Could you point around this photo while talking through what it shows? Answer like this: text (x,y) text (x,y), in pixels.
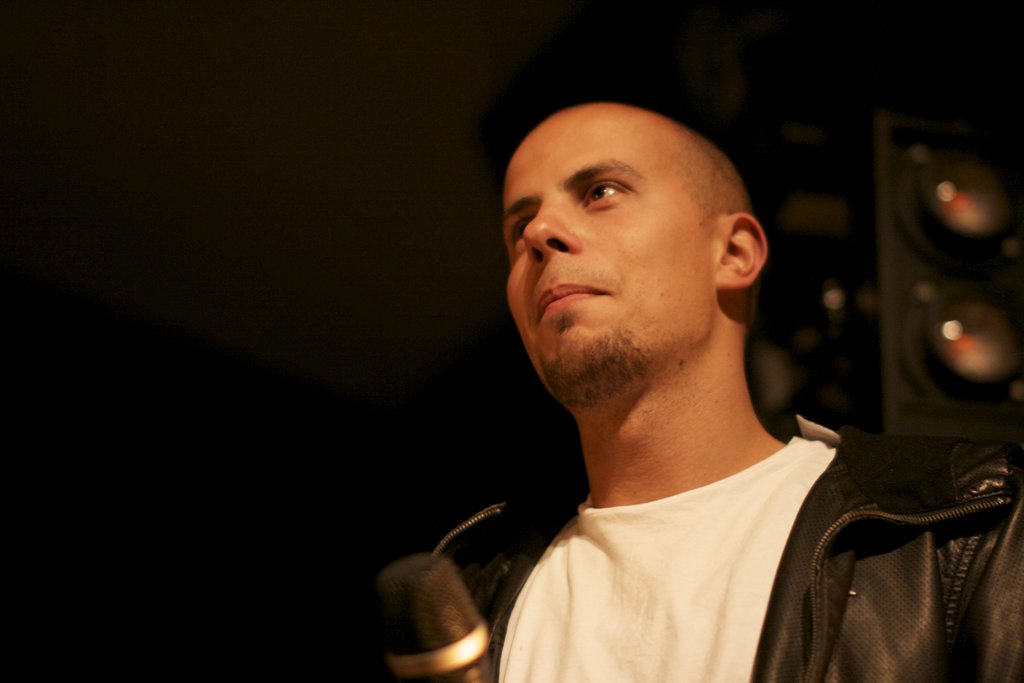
In the image we can see a man (796,589) wearing clothes (883,601) and he is smiling. This is a microphone (424,584) and the background (406,230) is dark.
